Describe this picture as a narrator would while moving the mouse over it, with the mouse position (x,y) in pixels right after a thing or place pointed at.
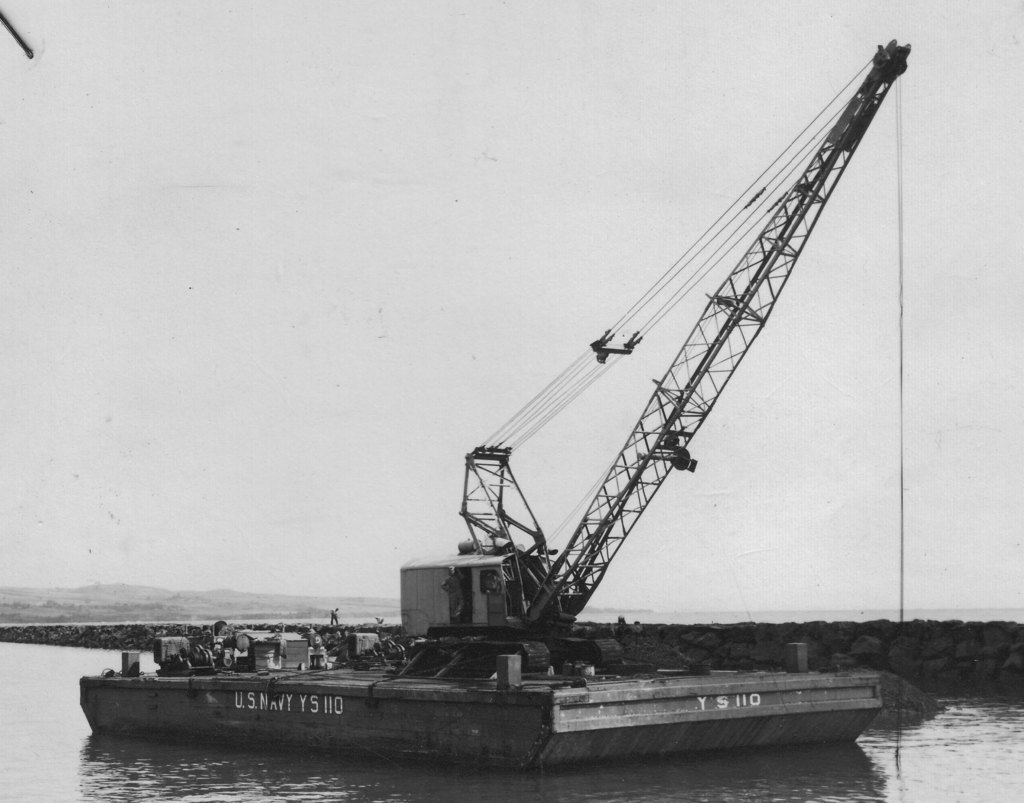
In this image there is a crane (475,613) on the boat (412,675), the boat (328,714) is on the water (102,798), on the boat (328,684) there are a few other objects (229,668), beside the boat (367,698) there are rocks (25,631) and there is a person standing on the rocks (335,631), in the background of the image (292,617) there are mountains (154,606).
